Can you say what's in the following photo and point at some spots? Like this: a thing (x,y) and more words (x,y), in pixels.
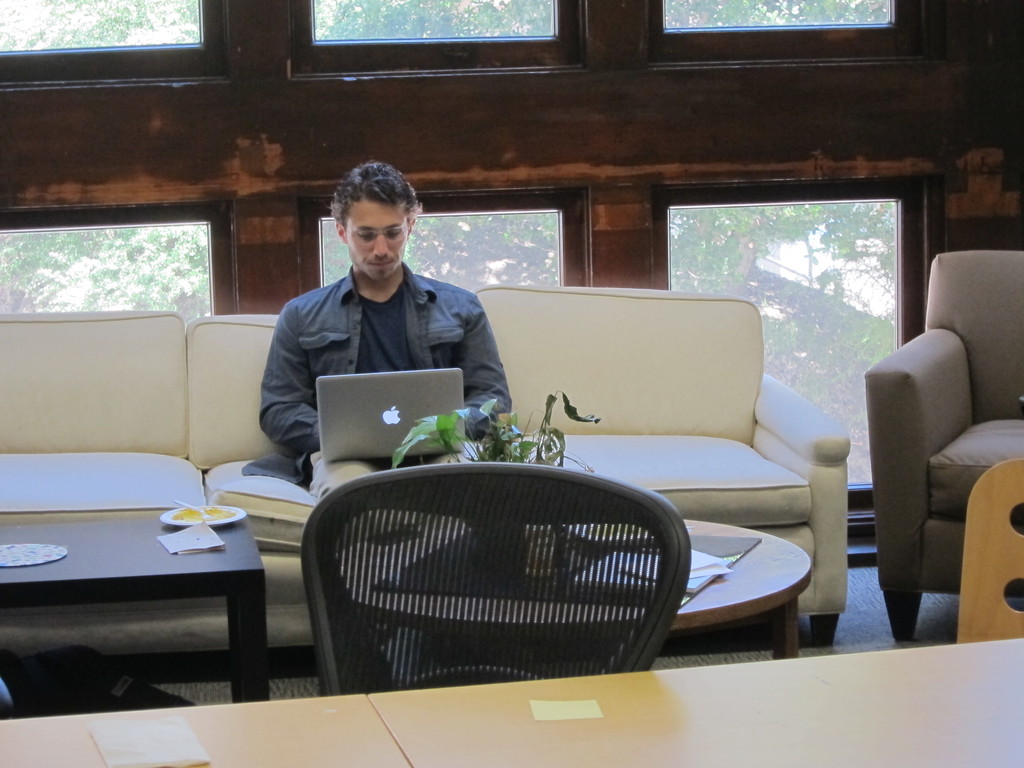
This picture describe about the inside view of living room (427,455) in which a man (334,337) wearing blue t-shirt (403,340) and shirt (420,342) sitting on the sofa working in the silver laptop (392,429). In front (783,571) we can see the wooden center table (784,584) on which plant pot (532,525) is placed. beside a brown table (248,571) on which plate (233,518), tissue paper (203,526) is seen. Behind we can see the big wooden and glass window (87,226).
